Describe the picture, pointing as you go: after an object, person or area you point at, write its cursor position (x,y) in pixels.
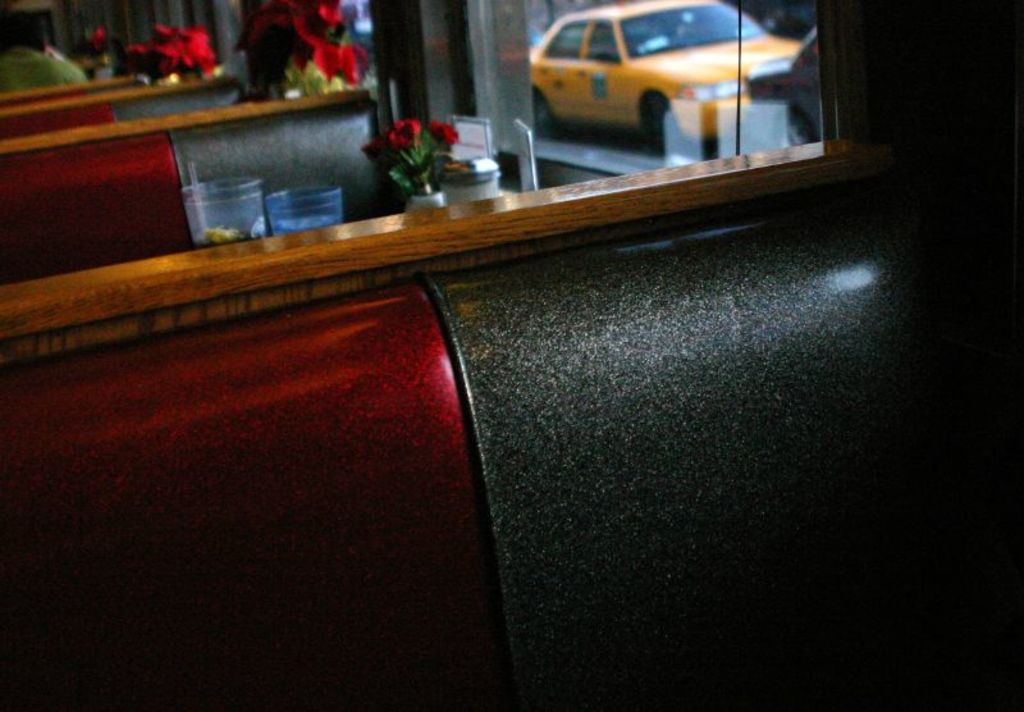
In this image there is a sofa (296,524). Behind there are two glasses (223,214), flower vase (436,204), jar (471,192) and two name boards (464,134). Left side (14,255) there are few sofas (131,224). Behind it there is a person (31,59). There are few flower vases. Behind there is a wall (472,84) having few windows (739,121). From the windows (520,113) few vehicles (624,64) on the road (622,141) are visible.
